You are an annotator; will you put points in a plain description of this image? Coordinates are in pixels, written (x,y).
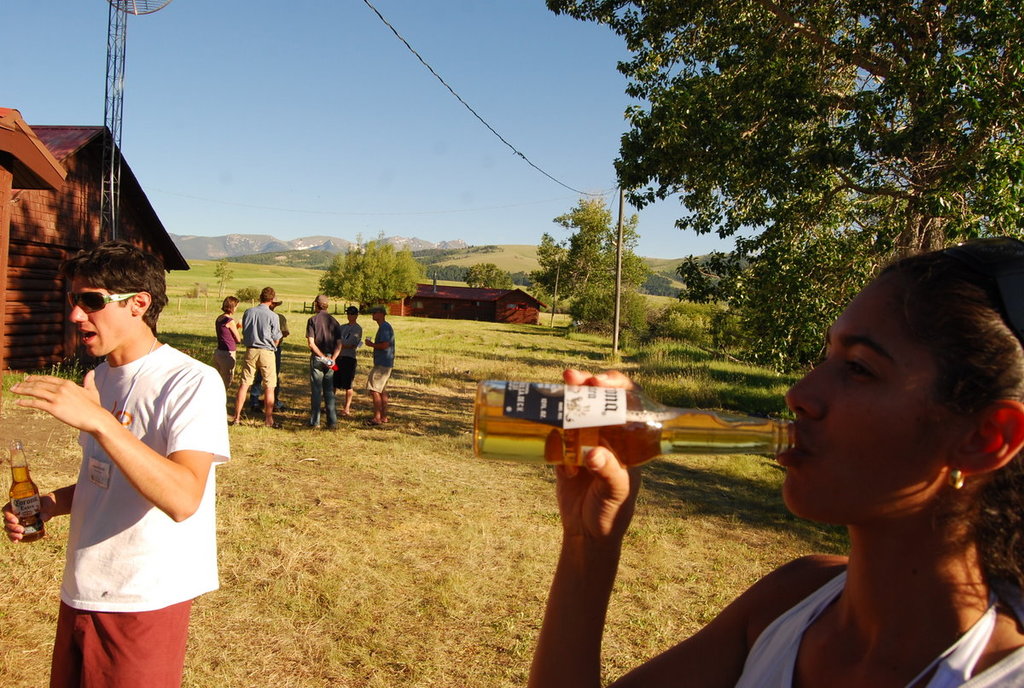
In this picture we can see some persons (158,590) are standing on the grass (310,502). He is holding a bottle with his hand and he has spectacles (98,302). She is drinking. These are the trees (586,240) and there is a house (82,211). On the background (310,103) there is a sky (445,92).
